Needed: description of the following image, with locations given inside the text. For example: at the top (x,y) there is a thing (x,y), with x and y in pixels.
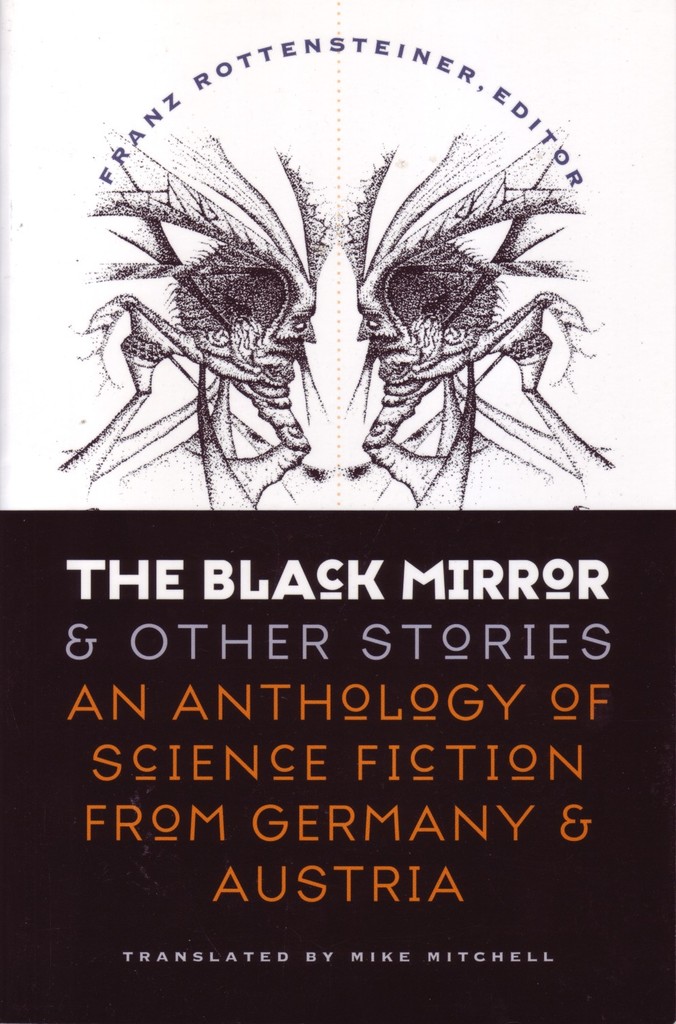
In this picture I can see a poster (156,566) on which I can see some text (200,705) and images (377,292).
